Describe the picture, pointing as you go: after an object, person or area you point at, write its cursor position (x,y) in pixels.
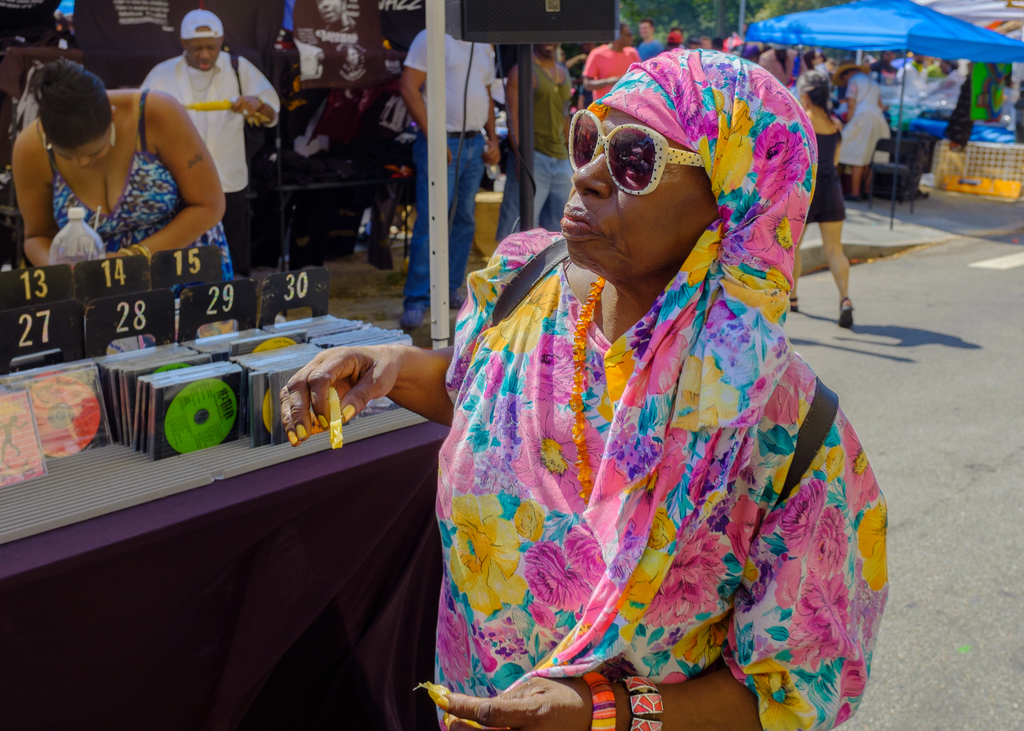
In this picture we can see a woman (332,361) wearing a colorful dress (516,271) and spectacles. In the background (66,221), we can see many people (231,151) standing in front of the stalls (274,197).
